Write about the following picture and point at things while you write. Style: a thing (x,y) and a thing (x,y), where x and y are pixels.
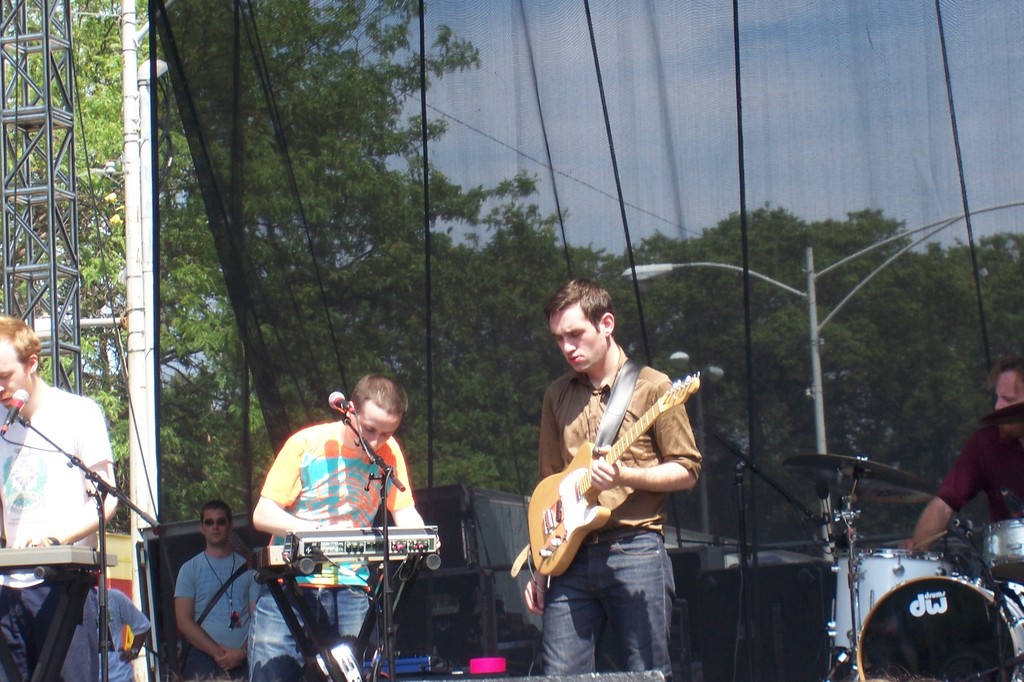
As we can see in the image there is a current pole (130,148), tree (170,346), few people (309,446) standing on stage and the man (584,615) who is standing on the right side (685,422) is holding guitar (574,503) in his hand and few of them are playing different types of musical instruments (862,610).
